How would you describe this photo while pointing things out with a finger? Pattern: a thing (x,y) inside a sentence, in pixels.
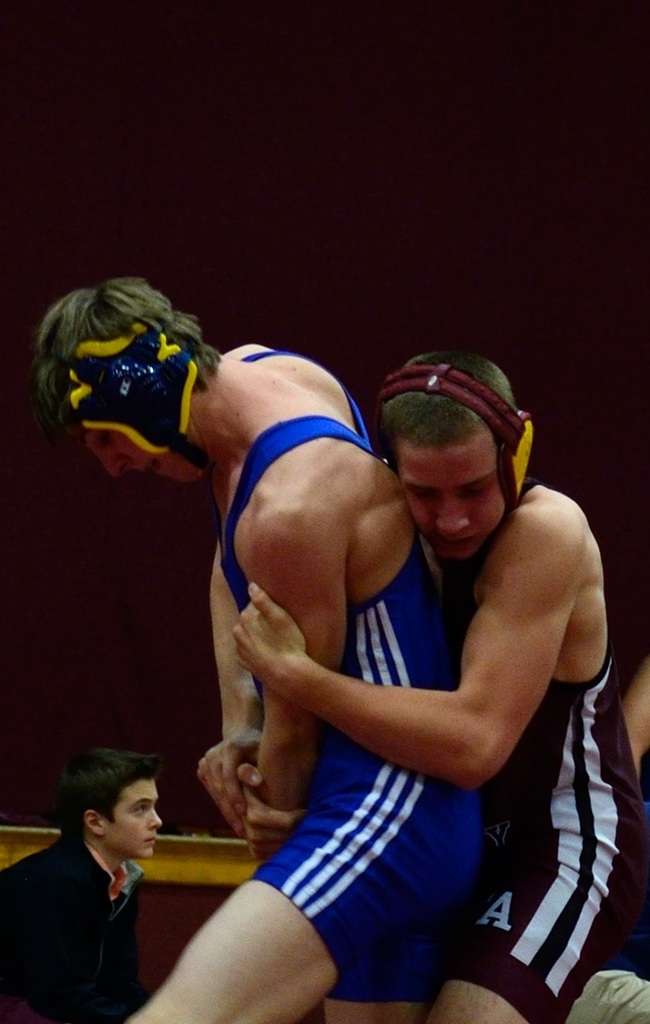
In this image we can see few people (125,861), a person (468,733) is holding another person (312,747) and wall (184,615) in the background (325,152).
